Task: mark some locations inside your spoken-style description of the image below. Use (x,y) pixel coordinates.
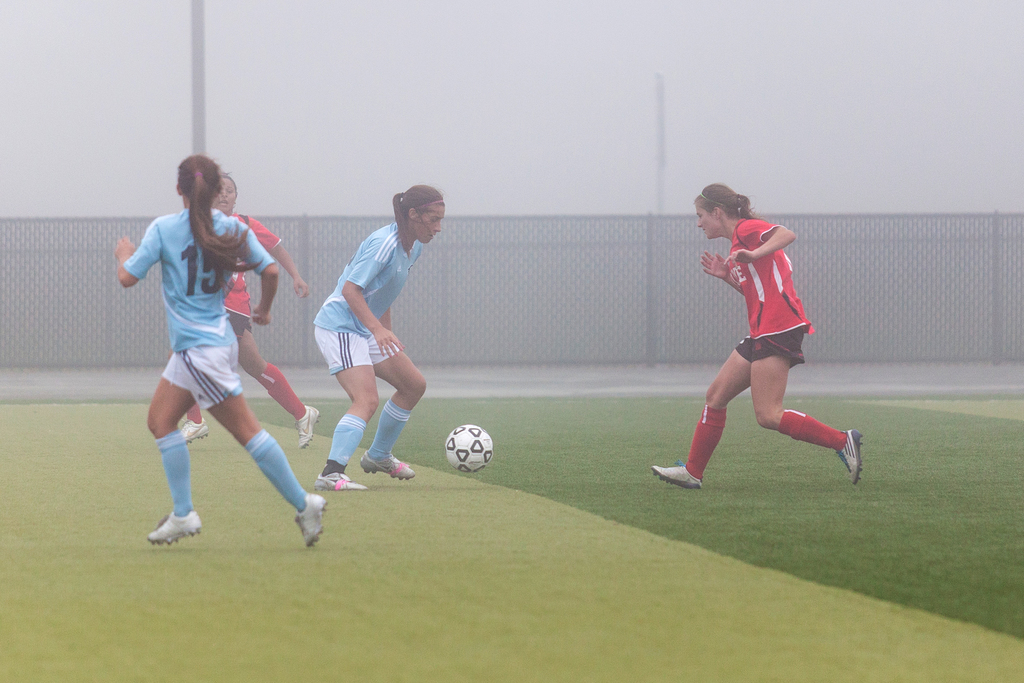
In this image, we can see four persons (364,271) wearing clothes (260,232) and playing football. There is a fencing (533,340) in the middle of the image (496,248). There is a pole (199,56) in the top left of the image (196,72).
